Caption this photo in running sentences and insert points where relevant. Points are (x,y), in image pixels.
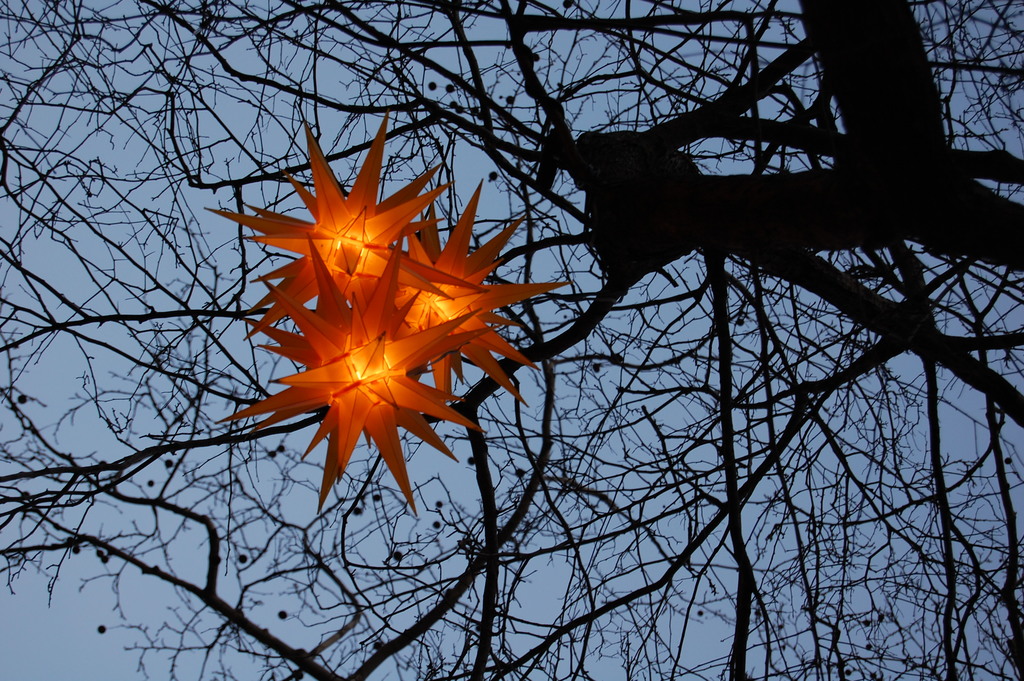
In this image there are lights (419,313) and there is dry tree (624,369).
